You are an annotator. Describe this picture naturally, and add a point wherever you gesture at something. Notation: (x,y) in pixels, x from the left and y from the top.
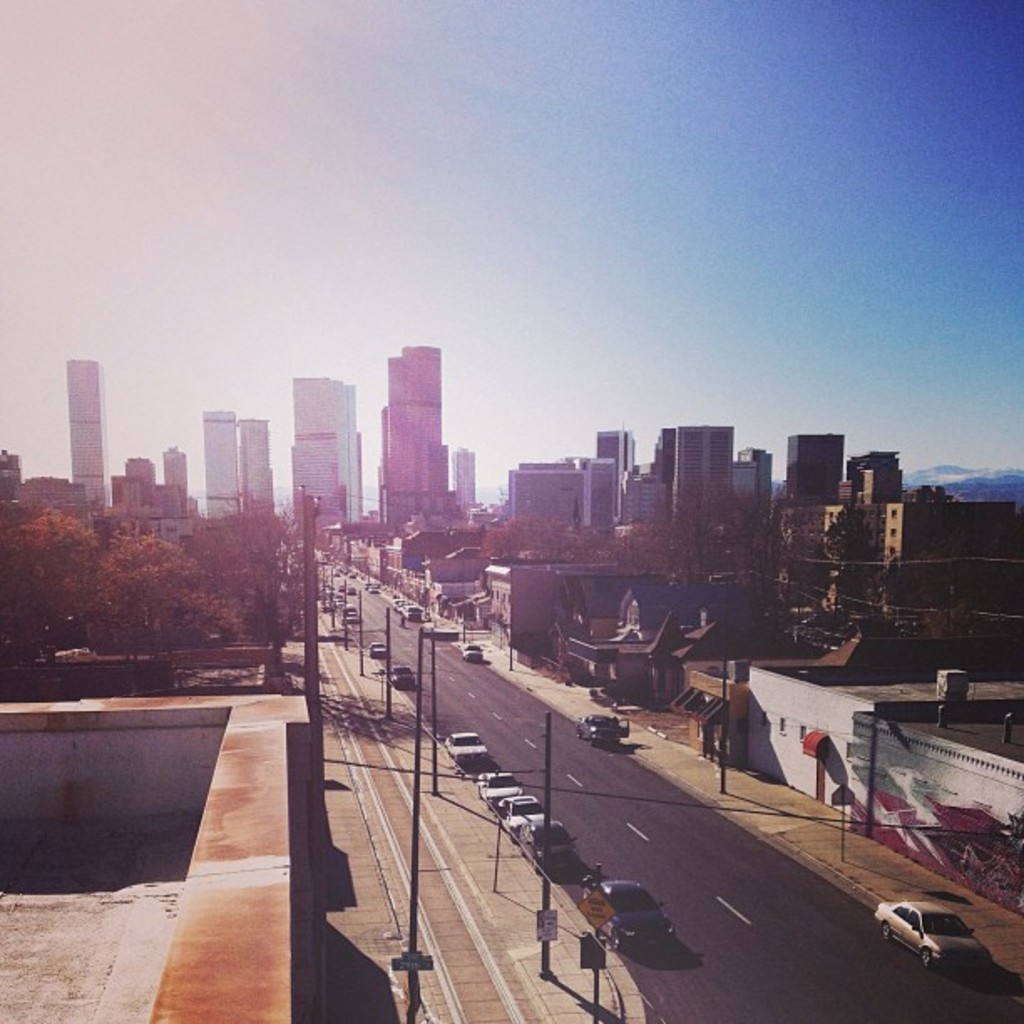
This is an outside view. On the right side (737,942) there is a road (687,980) and I can see many cars (637,906) on the road (687,912). On both sides of the road (696,959) there are some poles (434,654). In the background (246,510), I can see the buildings (464,461) and trees (202,573). At the top of the image (447,103) I can see the sky (345,163).
